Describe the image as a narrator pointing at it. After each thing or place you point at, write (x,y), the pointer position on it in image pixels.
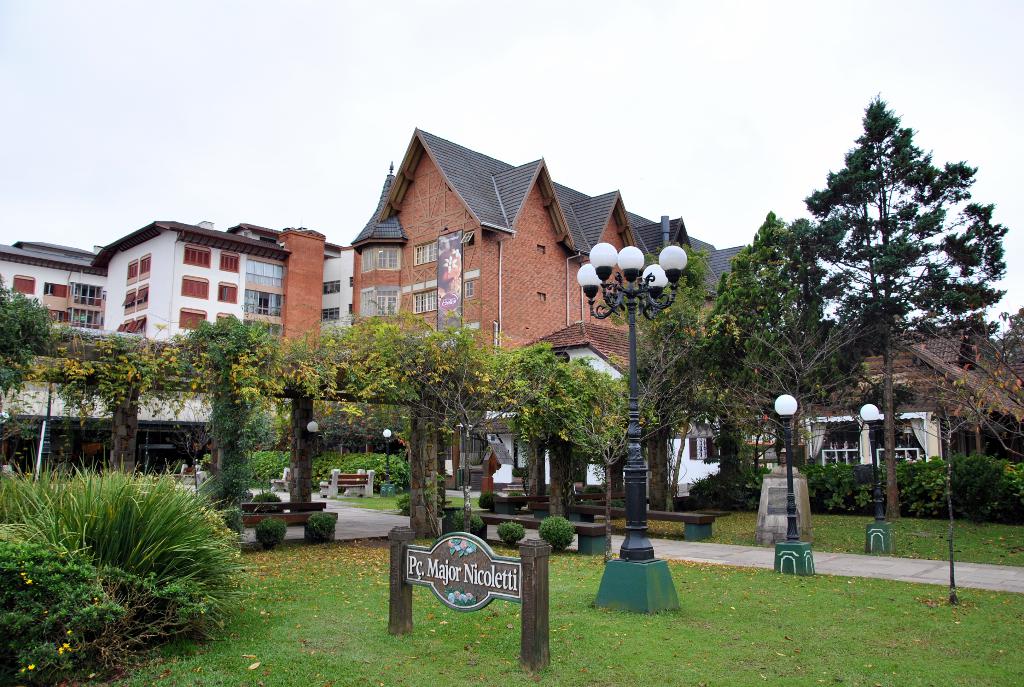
In this picture we can see the buildings (360,259), windows (426,256), roof (557,214), boards (461,283), lights (669,274), poles (406,583), benches (503,495), plants (540,416), grass (596,554). At the bottom of the image (728,621) we can see the ground (723,651). At the top of the image (796,22) we can see the sky (1012,72).
